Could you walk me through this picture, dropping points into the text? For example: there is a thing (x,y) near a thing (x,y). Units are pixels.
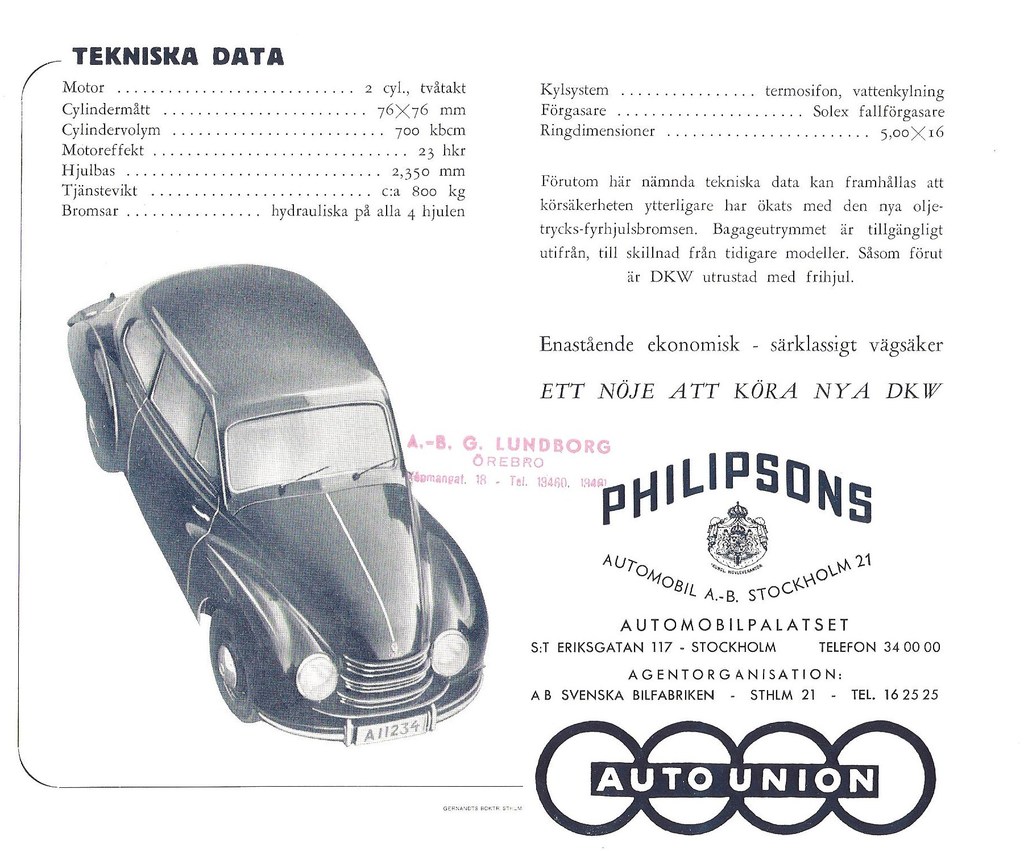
In the image we can see a poster (48,747).
